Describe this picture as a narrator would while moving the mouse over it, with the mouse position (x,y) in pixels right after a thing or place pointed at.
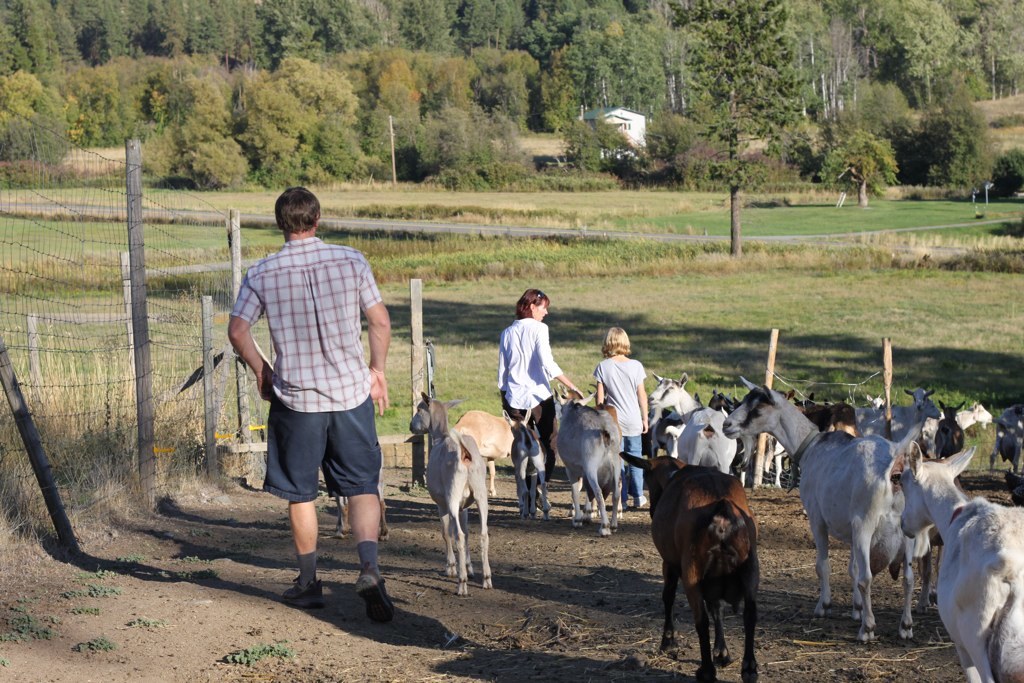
In this picture there is a man (331,279) who is wearing shirt (301,361), short (327,467) and shoe (367,595). He is standing near to the white goat (461,490). Here we can see a woman (534,357) who is standing near to the girl (616,399). On the right (718,592) we can see many goats (787,445) which are on the road (826,638). On the left (81,401) we can see of wooden pole (414,383) and fencing (134,378). In the background (584,167) we can see grass (819,313), plants (893,259) and house (620,132). On the top (822,141) we can see many trees (560,69).
